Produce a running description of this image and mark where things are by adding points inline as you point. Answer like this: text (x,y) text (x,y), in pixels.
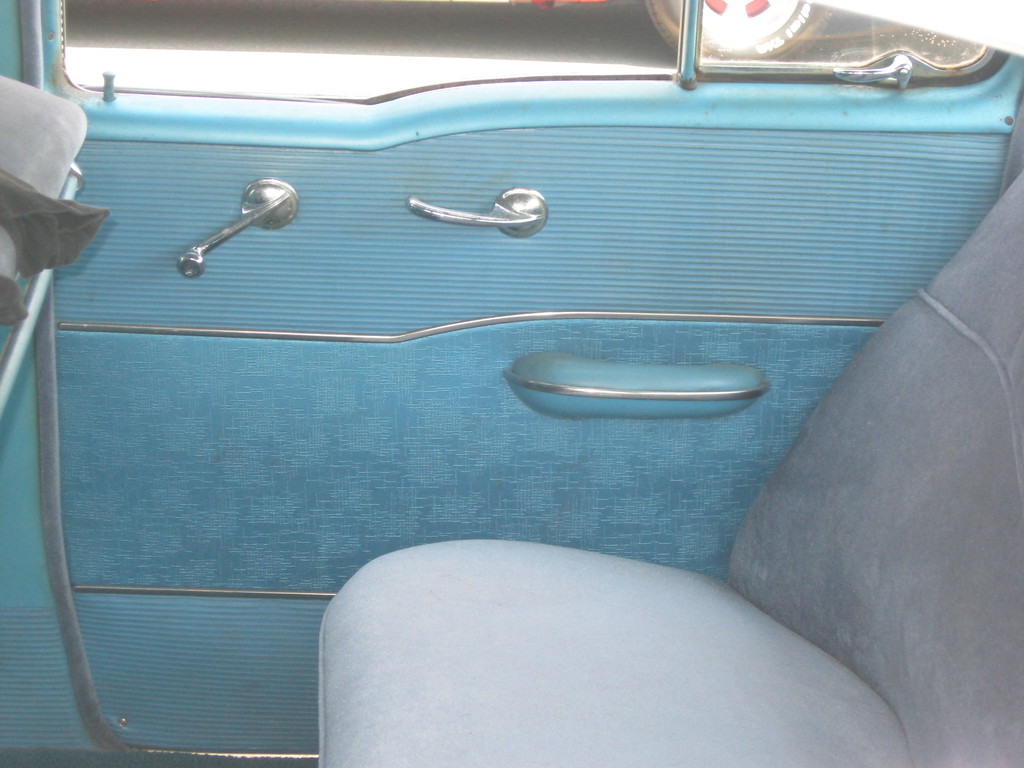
In this image we can see an inside view of a car (324,240), there is a seat (442,563) and handles (499,224) to the door (263,241) and there is a wheel (710,27) of a vehicle (744,20) on the road (347,72) in the background (779,28).
